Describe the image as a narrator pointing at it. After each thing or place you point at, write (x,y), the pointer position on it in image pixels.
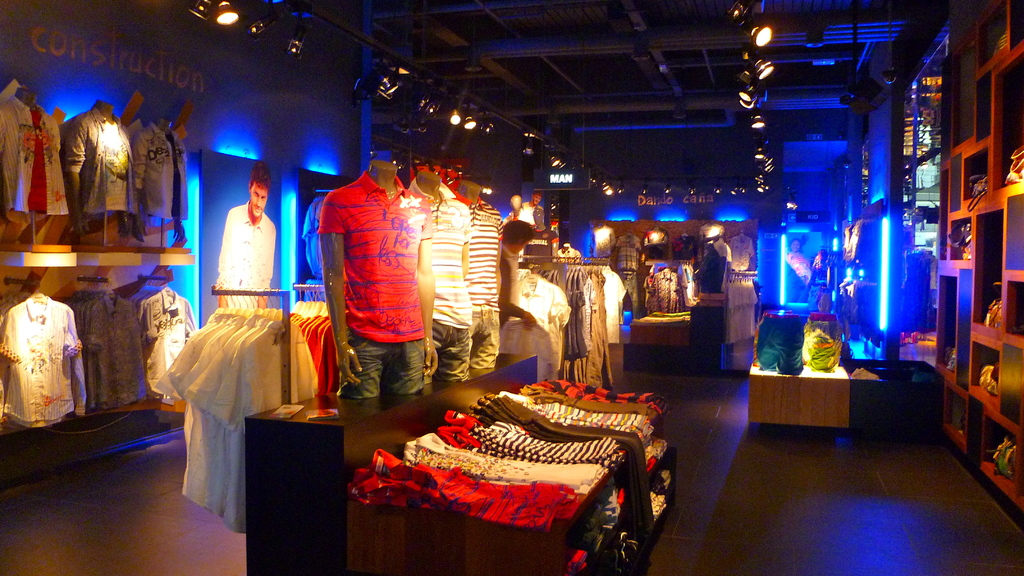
This image is clicked in a store (362,309). There are so many clothes (350,297) in the middle (516,341). There are lights (191,9) at the top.
